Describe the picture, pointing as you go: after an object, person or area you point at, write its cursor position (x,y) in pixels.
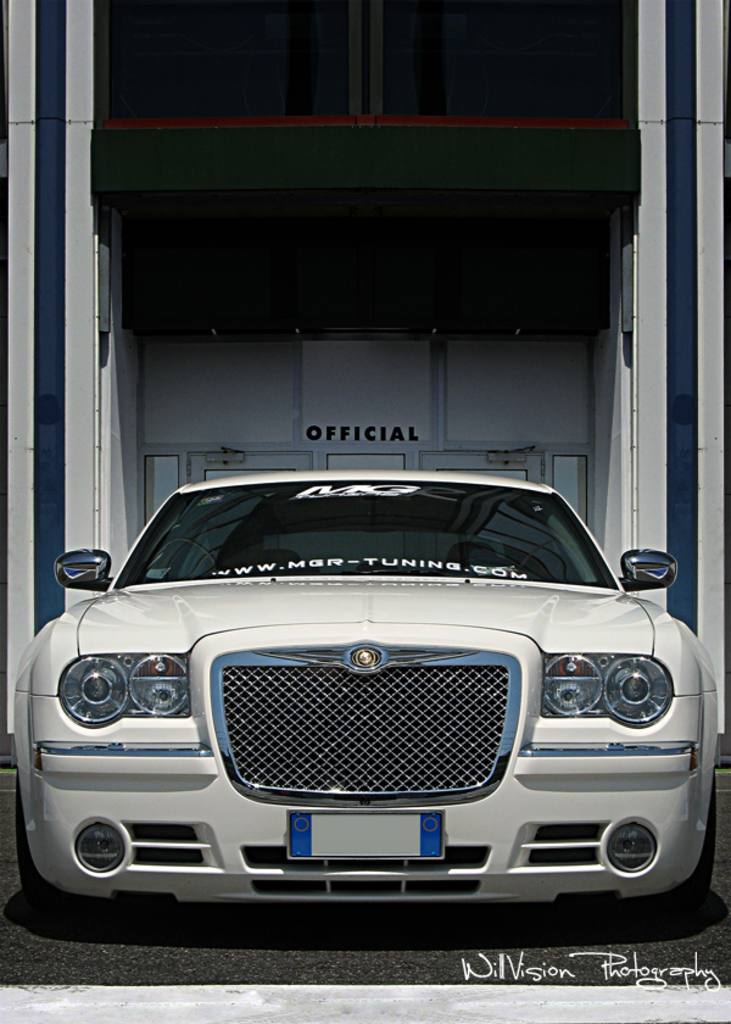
In this picture there is a white luxury car (186,546), on top of which www.mgr-tuning. com is written, and behind the car (326,608) there is a building (437,365) where OFFICIAL is written above the door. There is a label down the image which is written as WillVision Photography.
